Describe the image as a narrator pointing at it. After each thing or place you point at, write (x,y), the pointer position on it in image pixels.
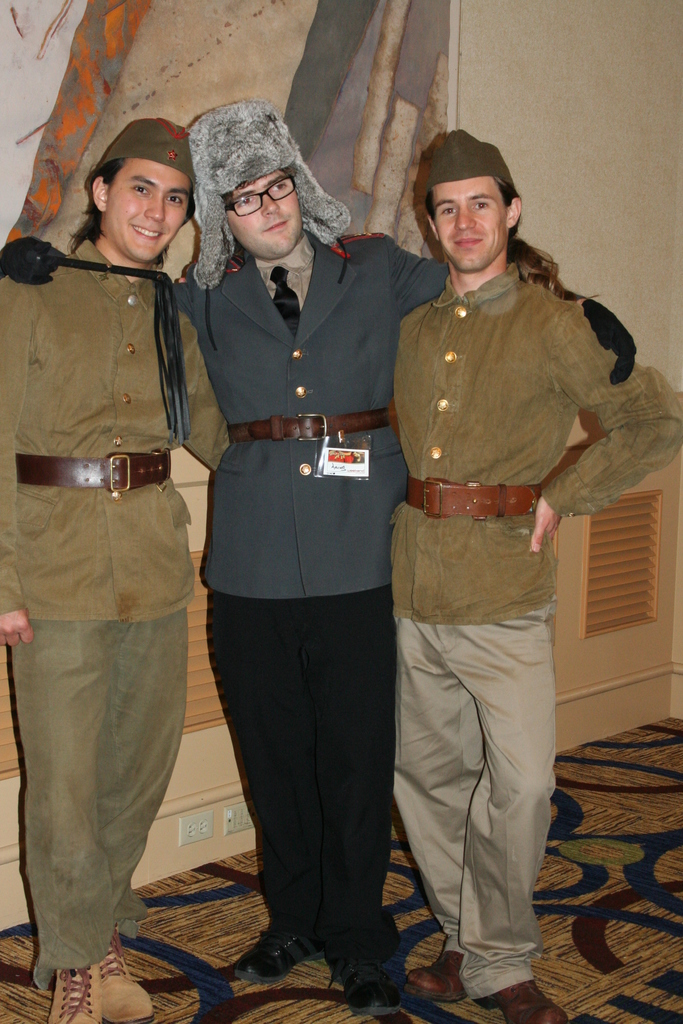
In this image there are three people (275,463) standing with a smile on their face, behind them there is a painting (377,100) on the wall (543,94).
